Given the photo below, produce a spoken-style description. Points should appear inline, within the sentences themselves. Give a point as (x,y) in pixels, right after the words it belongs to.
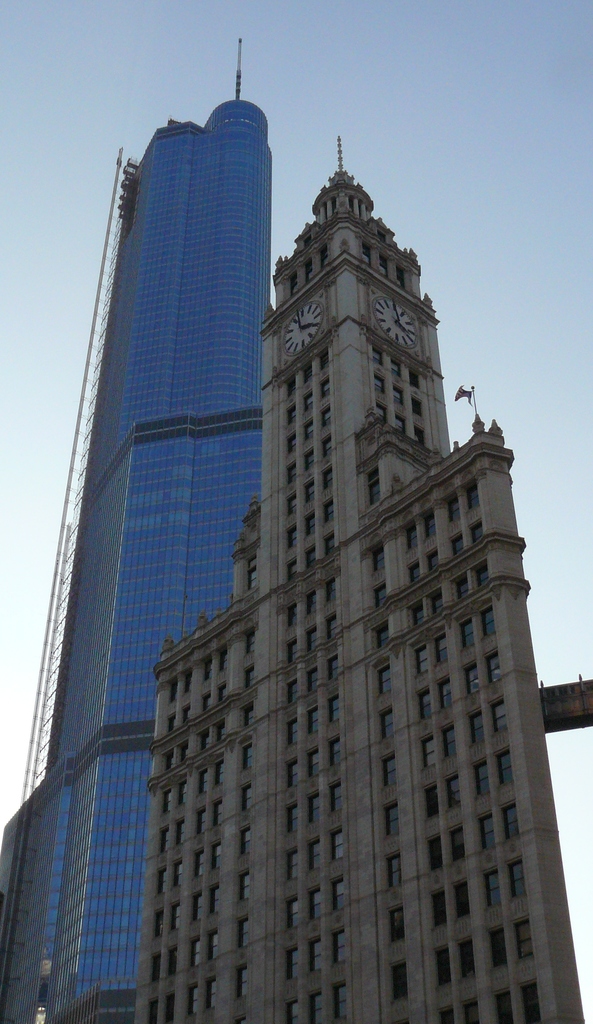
Here there are buildings (282,604) with the windows (411,544), this is clock (411,335) and a sky (432,159).
